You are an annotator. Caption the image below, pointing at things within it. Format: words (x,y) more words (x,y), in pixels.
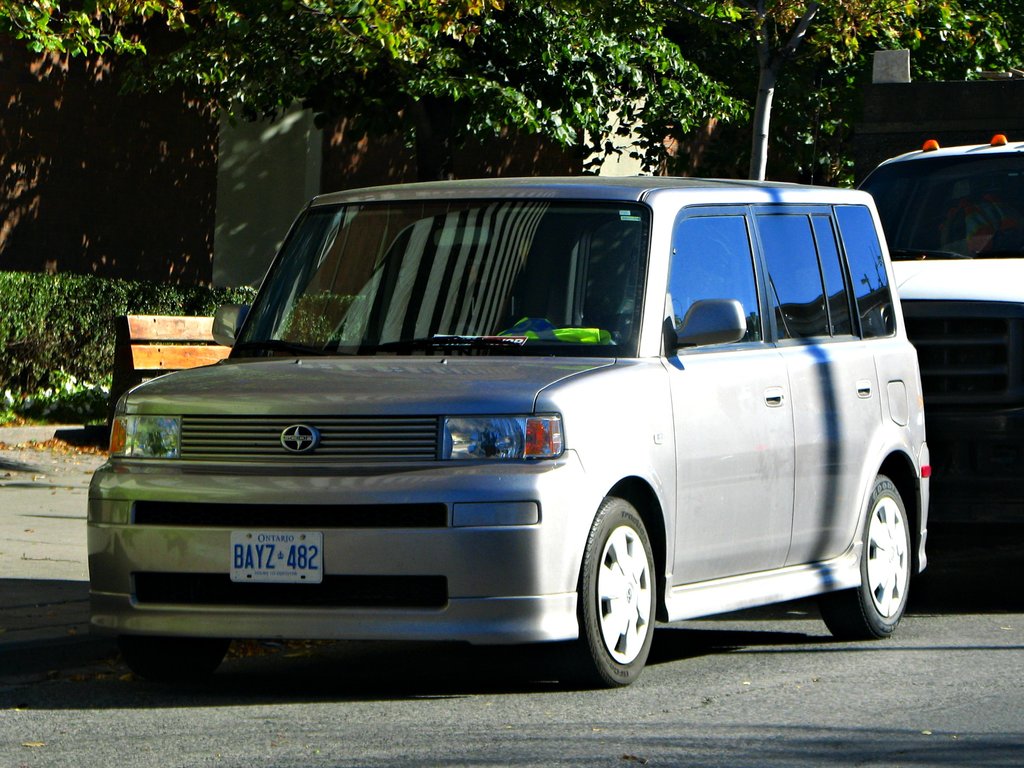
In this picture we can see two cars (936,417), in the background (720,139) there are trees (638,31) and a house (315,118), on the left side (187,347) we can see a bench (157,347) and shrubs (135,302).
